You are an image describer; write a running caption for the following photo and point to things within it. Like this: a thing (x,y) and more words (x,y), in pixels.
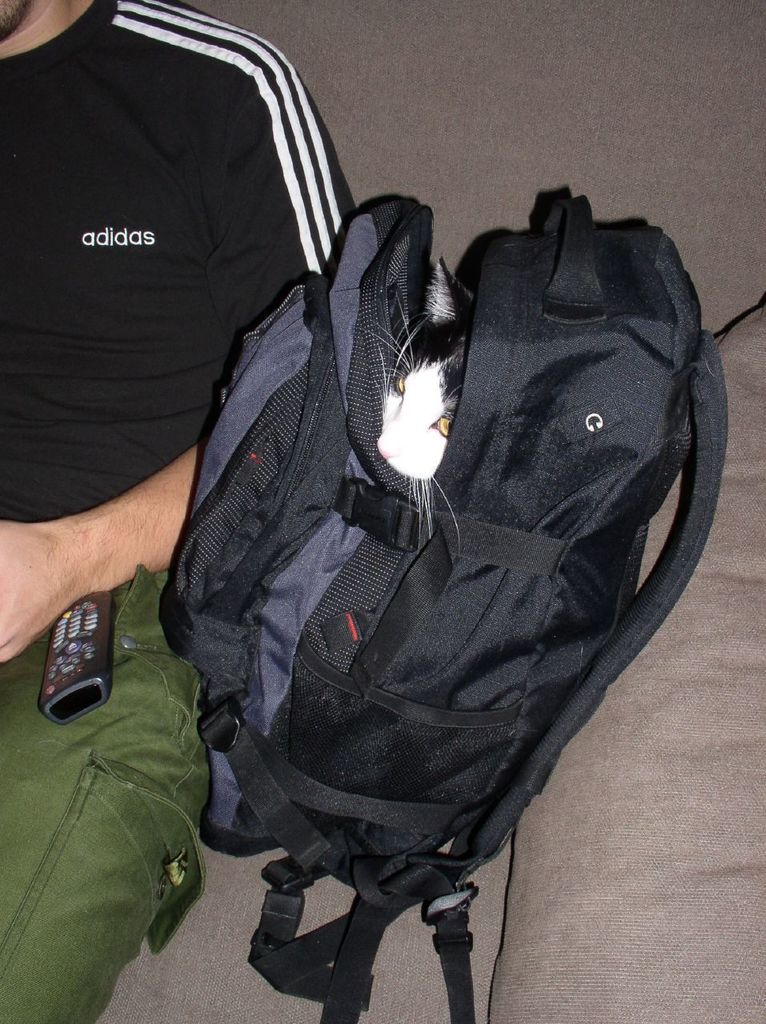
It is picture where one person (158,724) is sitting on the sofa (262,900) and beside him there is a bag (250,550) and in the bag (293,412) there is a cat (429,456) present and the man (111,275) is wearing a black t-shirt (129,339) and green pant (109,839) and a remote (80,707) is present in his lap (129,680).
